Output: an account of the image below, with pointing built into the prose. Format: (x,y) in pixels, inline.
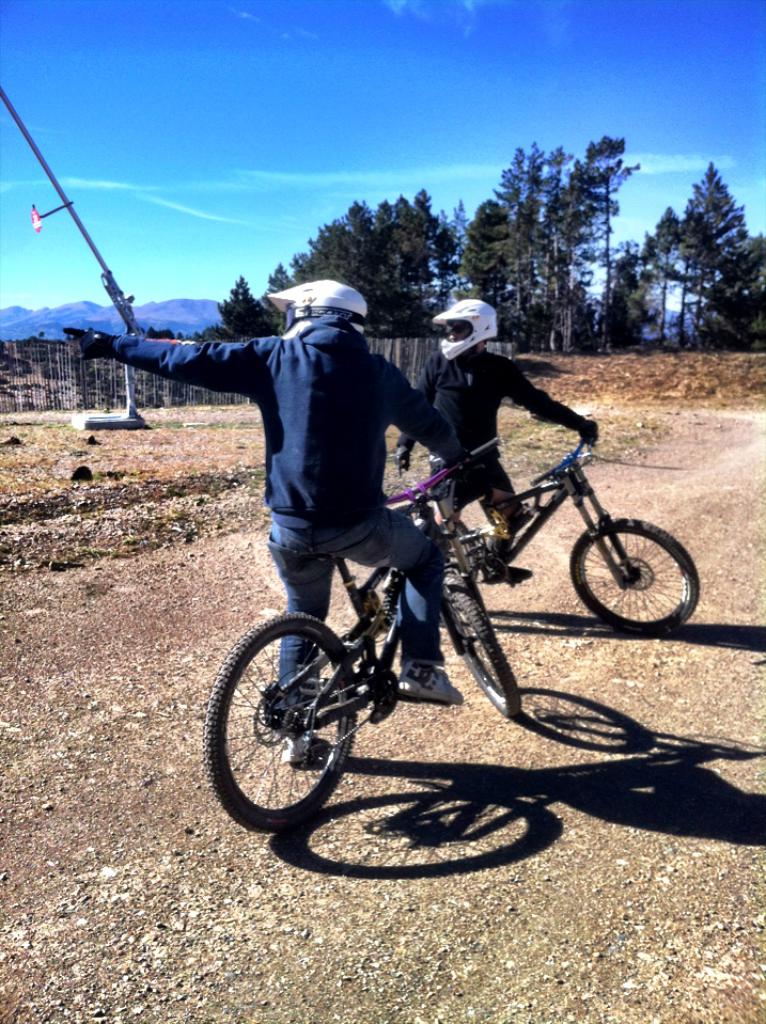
In this image I can see in the middle (314,374) two persons (412,551) are holding the bicycles (373,655), they are wearing trousers (411,626), coats (370,419), helmets (304,319). In the background (383,323) there are trees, at the top (339,125) there is the sky (327,125).
